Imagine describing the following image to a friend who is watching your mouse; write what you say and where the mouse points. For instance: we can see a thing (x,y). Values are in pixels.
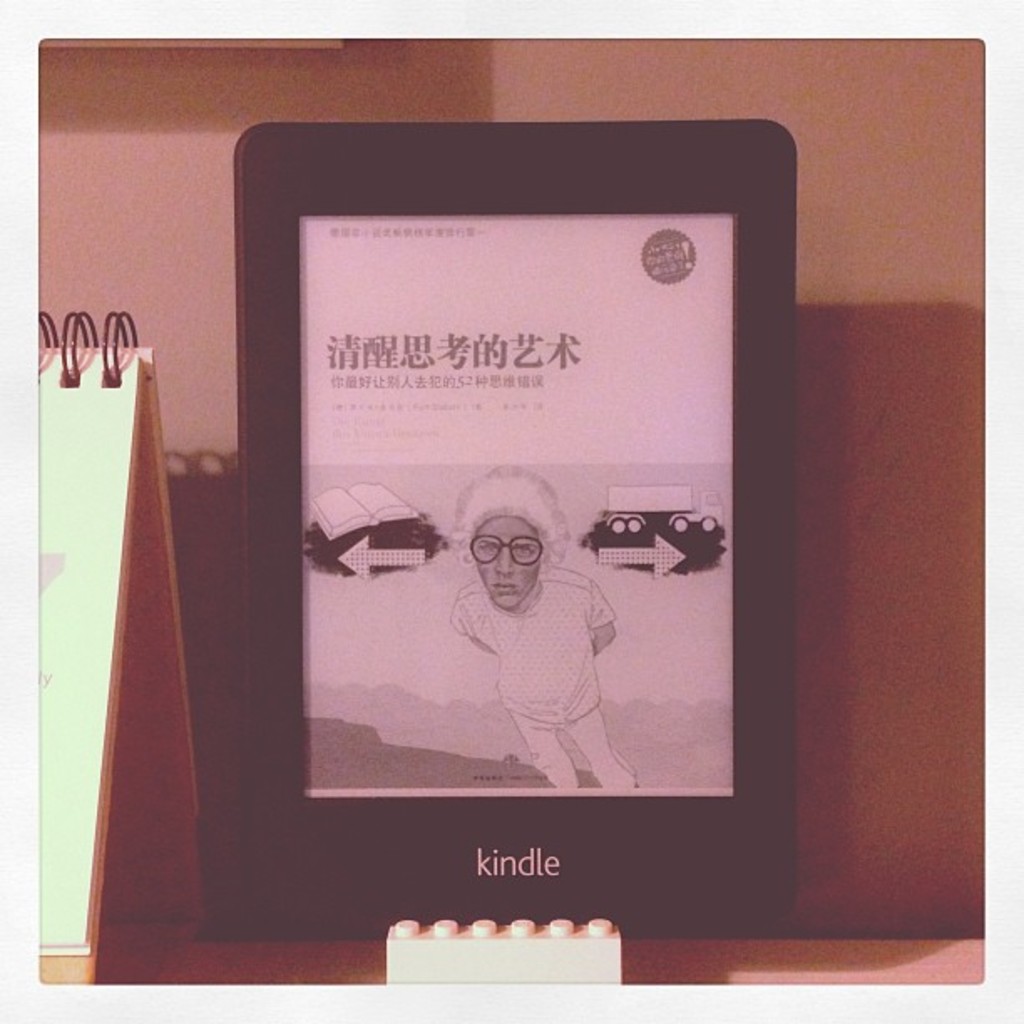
In this picture we can see a tab (661,898), on this tab (742,851) we can see a person (586,740) and in the background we can see a wall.
